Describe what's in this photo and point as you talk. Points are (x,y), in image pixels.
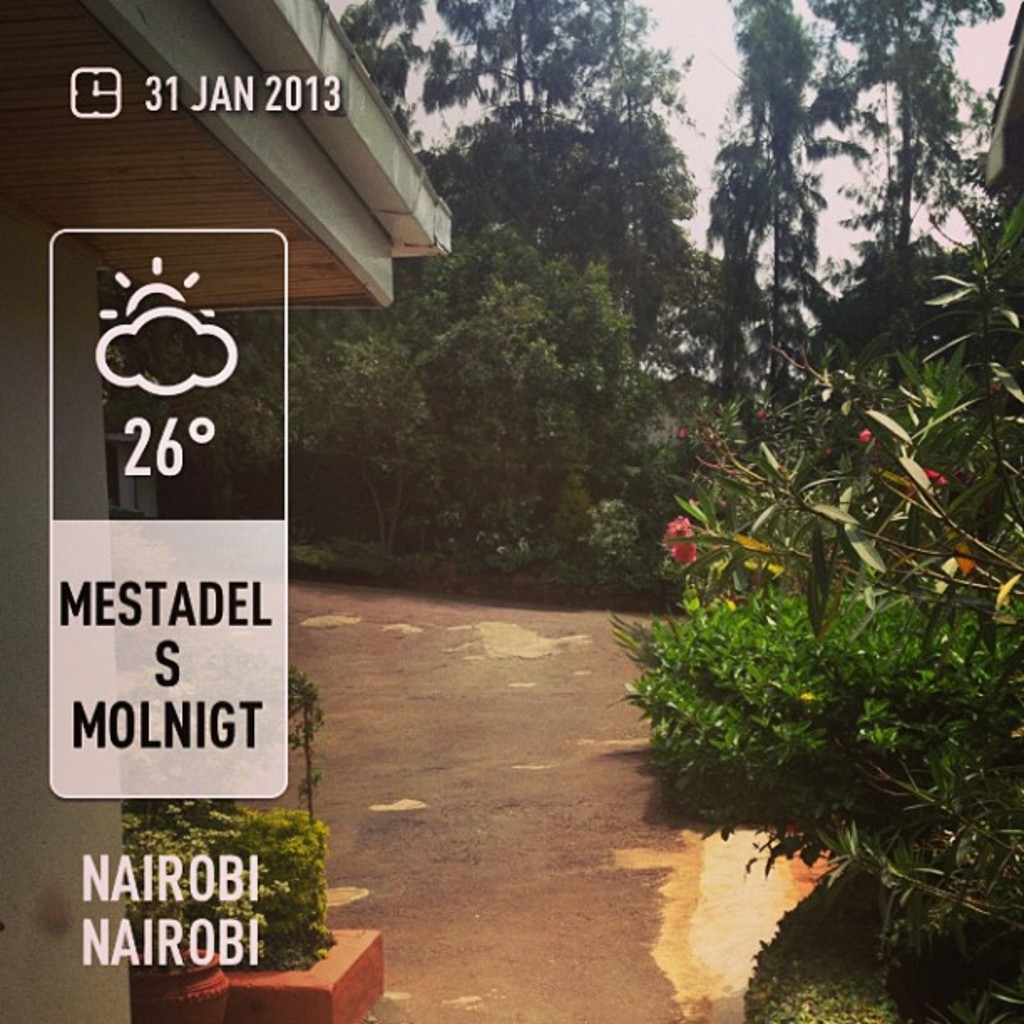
In this image we can see a picture. In the left side of the image (109,104) we can see a building (78,386), some text (166,589) and some plants (269,878). In the right side of the image (713,527) we can see group of flowers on plants (973,634), trees (450,430), a shed (1004,122) and in the background (696,27) we can see the sky (709,74).
